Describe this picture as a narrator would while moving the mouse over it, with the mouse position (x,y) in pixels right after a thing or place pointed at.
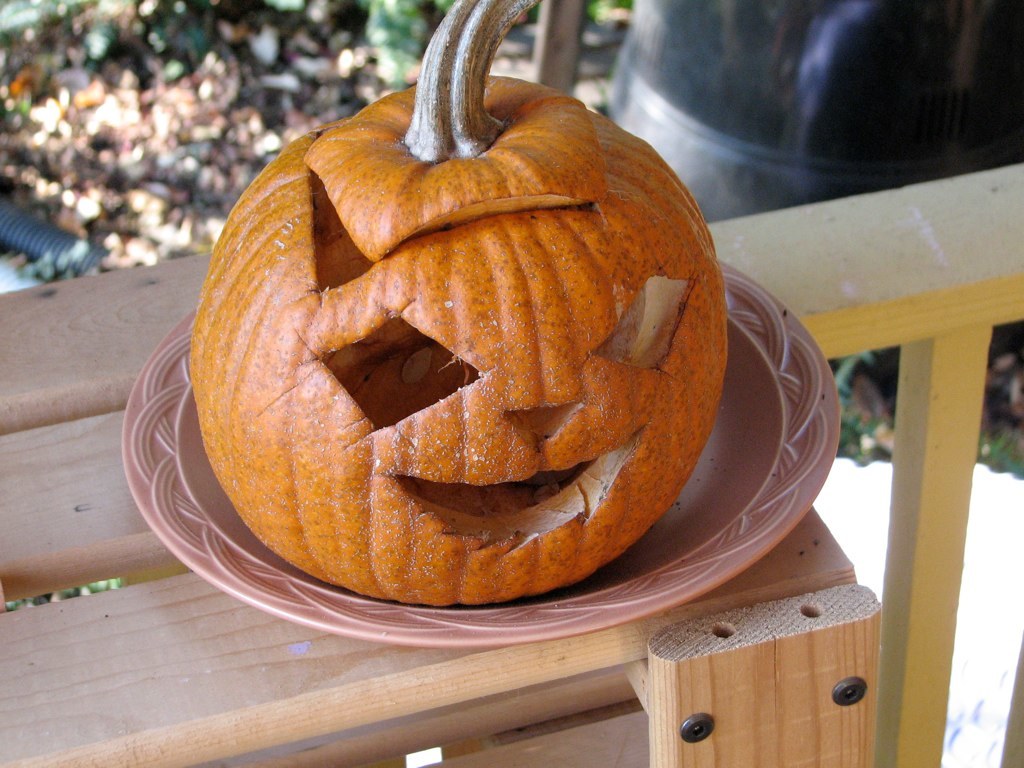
In this image we can see a pumpkin (495,356) in a plate (395,640) on a wooden object (120,574). In the background (198,158) there are leaves (170,178) and objects (562,42) on the ground (185,3).
